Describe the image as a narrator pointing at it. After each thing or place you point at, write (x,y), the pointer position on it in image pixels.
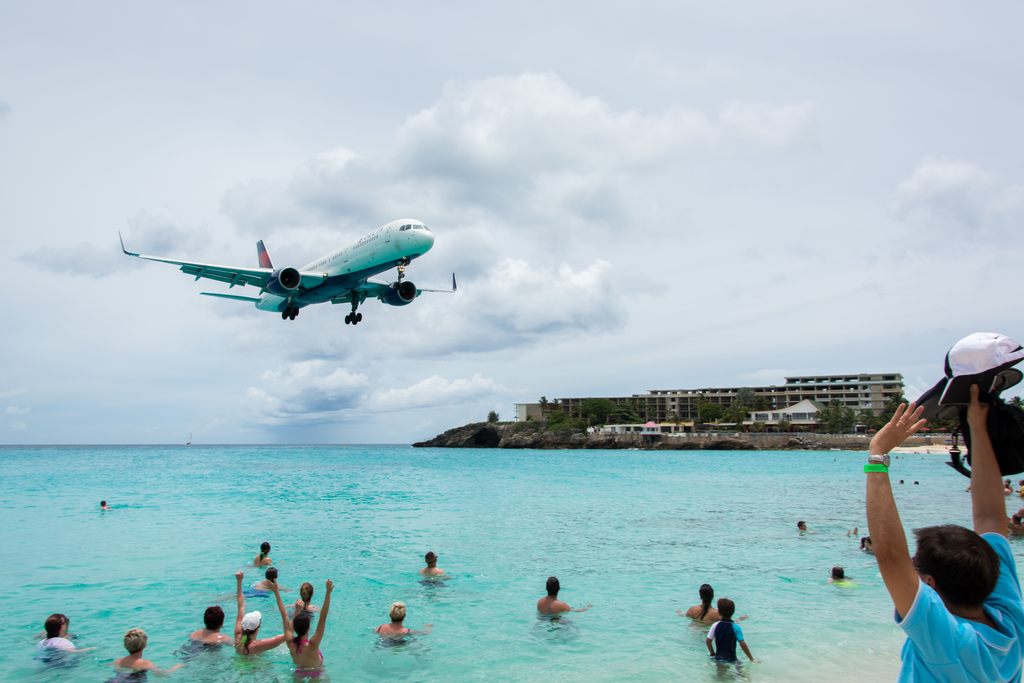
In this picture we can see so many people (218,610) are in the water (218,582), top we can see plane (313,293) in the air (426,317), side we can see some buildings (739,390).
